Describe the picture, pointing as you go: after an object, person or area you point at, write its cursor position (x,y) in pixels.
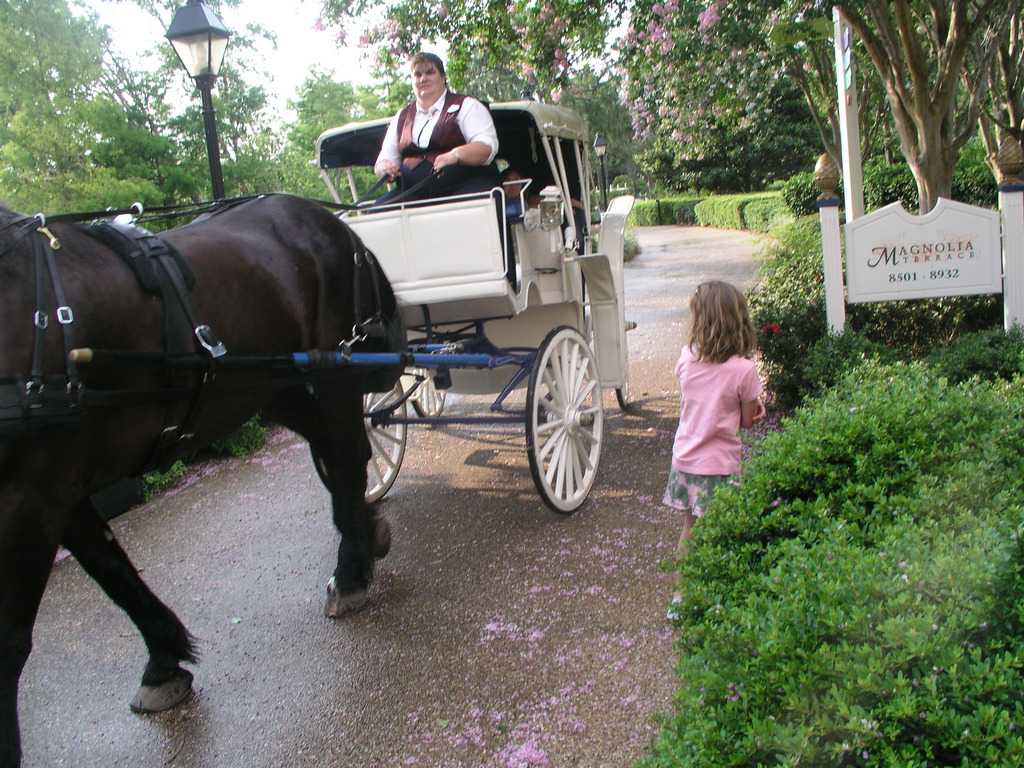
The image is outside of the city. In the image there is a person (453,132) sitting on cart (473,204) and riding it and right side (703,404) there is a girl (717,411) standing and we can see some plants (901,386) hoardings (918,288) on which it is written as magnolia, trees (946,69) with some flowers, pole (837,23). On left side (62,76) we can see a street light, trees (65,35) and sky (147,15) on top (166,16).
